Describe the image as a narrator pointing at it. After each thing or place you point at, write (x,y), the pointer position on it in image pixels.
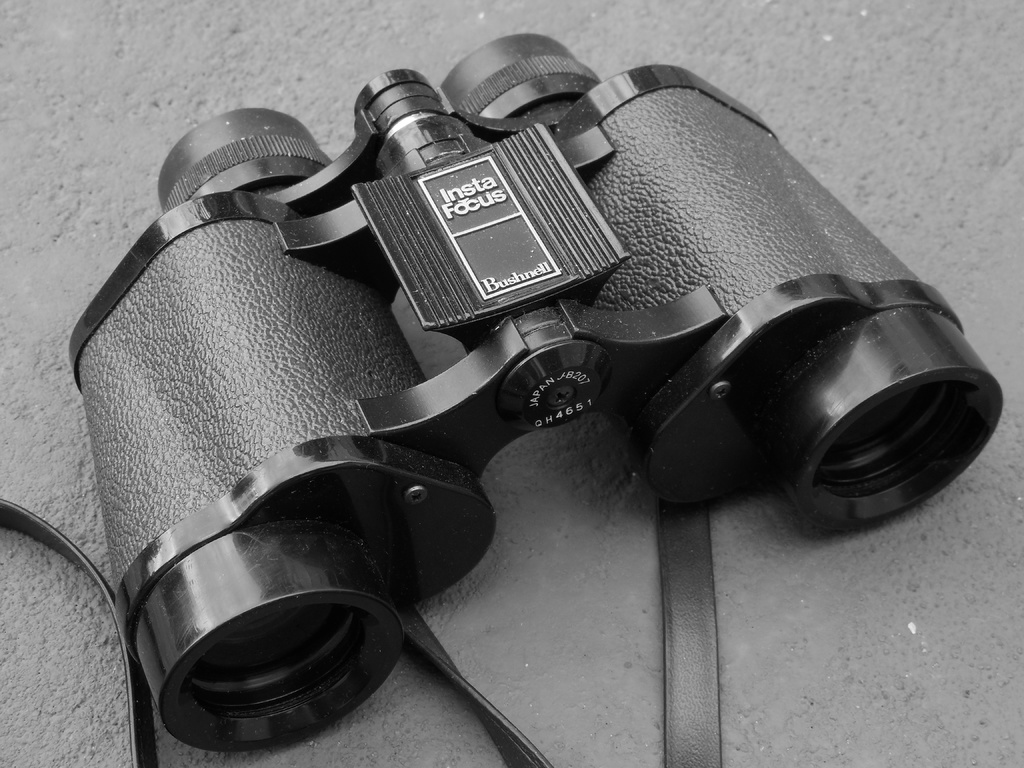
This is a black and white picture, in this image we can see a binocular (433,537) on the concrete surface (561,589).
